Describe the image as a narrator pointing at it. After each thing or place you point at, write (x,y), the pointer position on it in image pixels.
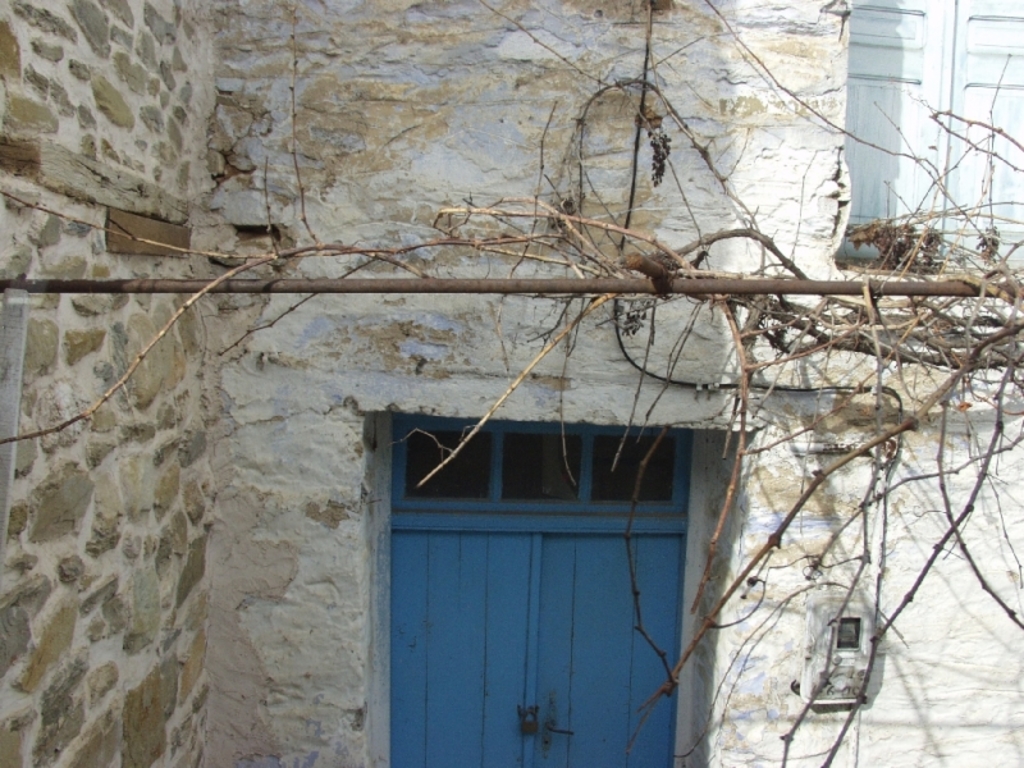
In this image we can see a white color building (362,526), there are doors (538,603), creepers (880,442), pole (787,286) and a meter board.
